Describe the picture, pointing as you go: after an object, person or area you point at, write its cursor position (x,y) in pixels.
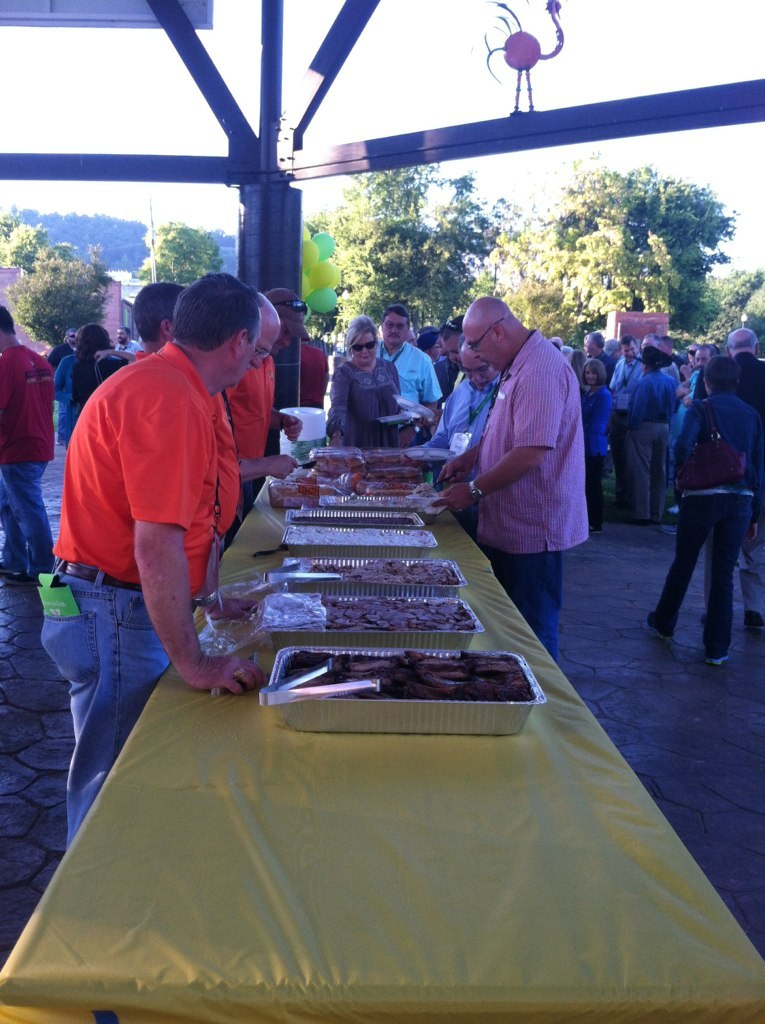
This image is clicked outside. There are many people (60,360) in this image. In the front (402,982), there is a table (388,978) covered with yellow cloth (418,830) on which there are trays (397,511) of food (347,659) kept. To the left (158,480), the man (121,454) is wearing red t-shirt (124,509). In the background (97,222), there are trees (558,272) and mountains (102,223).
